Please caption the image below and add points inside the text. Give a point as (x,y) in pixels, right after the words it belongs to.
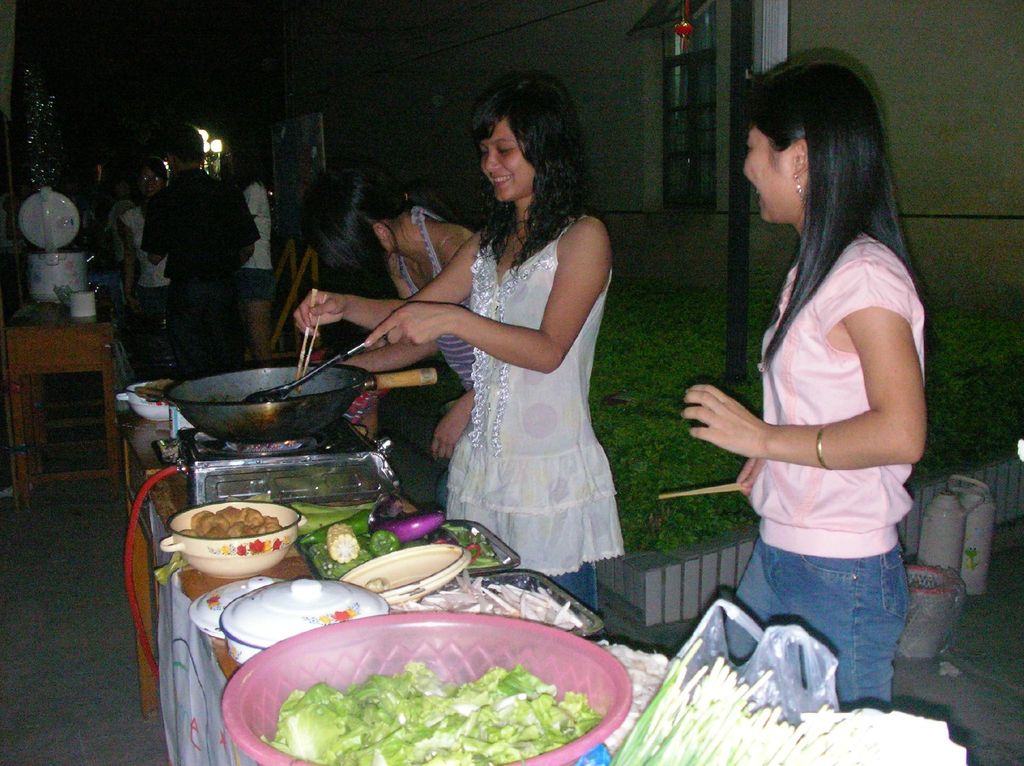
In this picture we can see a group of people (573,427) on the ground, here we can see bowls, tables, vegetables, gas stove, spoons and some objects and in the background (706,501) we can see a metal pole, grass (724,509), wall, window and some objects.
